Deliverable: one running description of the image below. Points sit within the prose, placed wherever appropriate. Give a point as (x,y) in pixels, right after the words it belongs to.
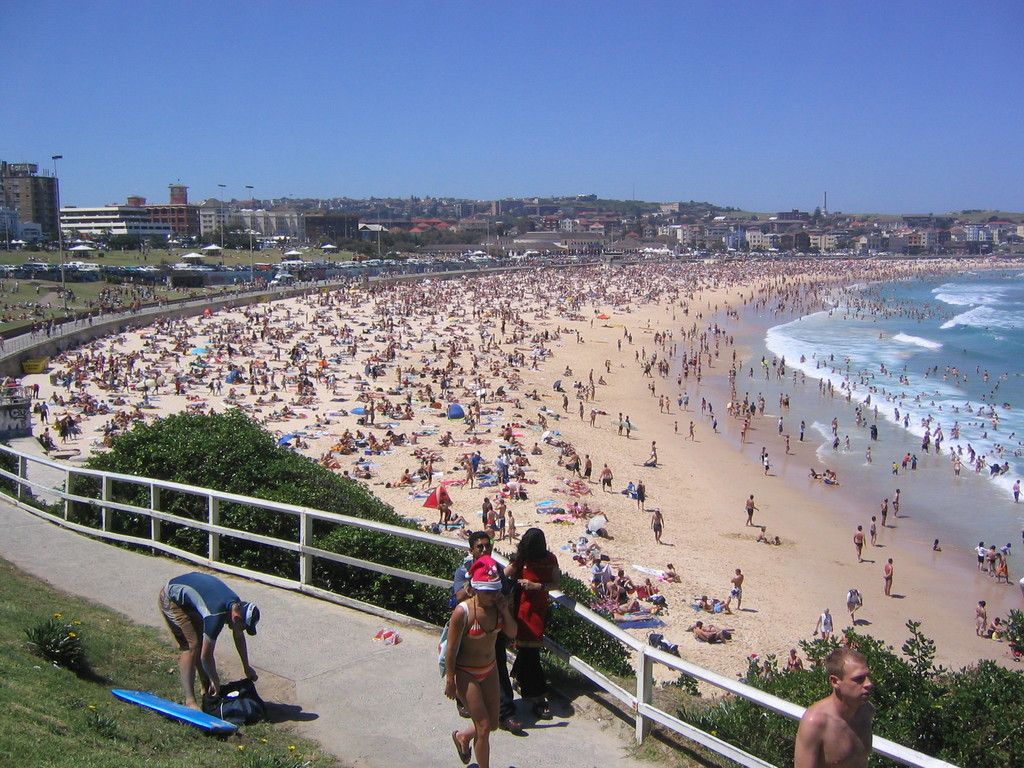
In this image, there are a lot of people (807,753), buildings (276,216), trees (231,234), poles (251,279), plants (791,753). We can see the ground (289,306) with some objects (183,265). We can see the fence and some water (971,339). We can see some grass (161,757) and the sky (738,114).
